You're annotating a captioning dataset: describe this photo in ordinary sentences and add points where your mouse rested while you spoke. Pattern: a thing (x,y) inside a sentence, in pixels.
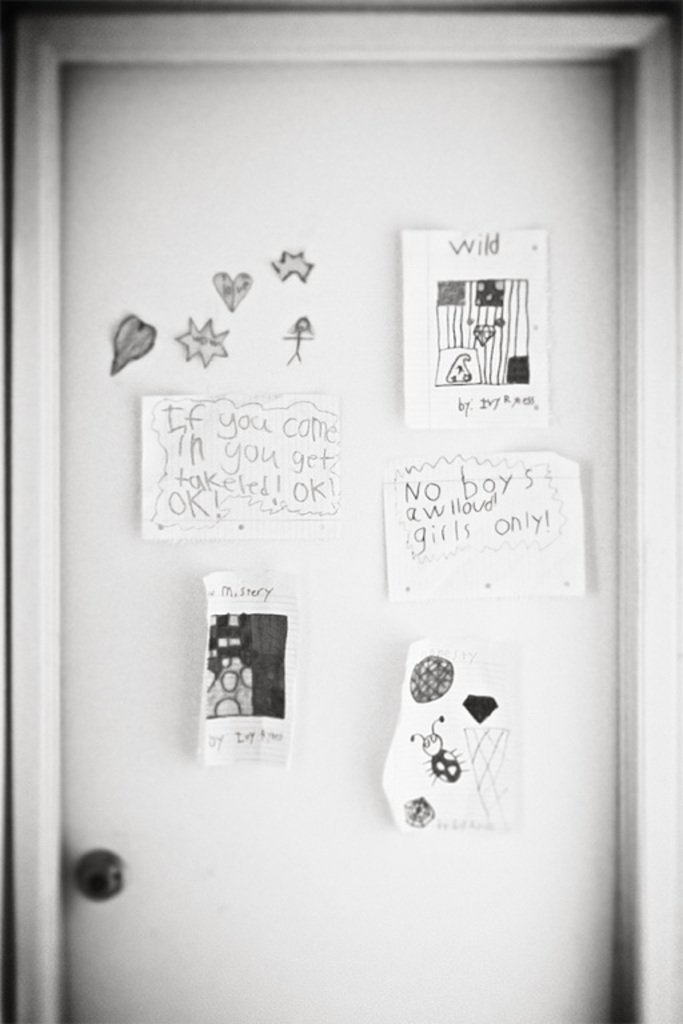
In this image we can see a wooden door (97,105) on which few paper posters (409,388) are there.
